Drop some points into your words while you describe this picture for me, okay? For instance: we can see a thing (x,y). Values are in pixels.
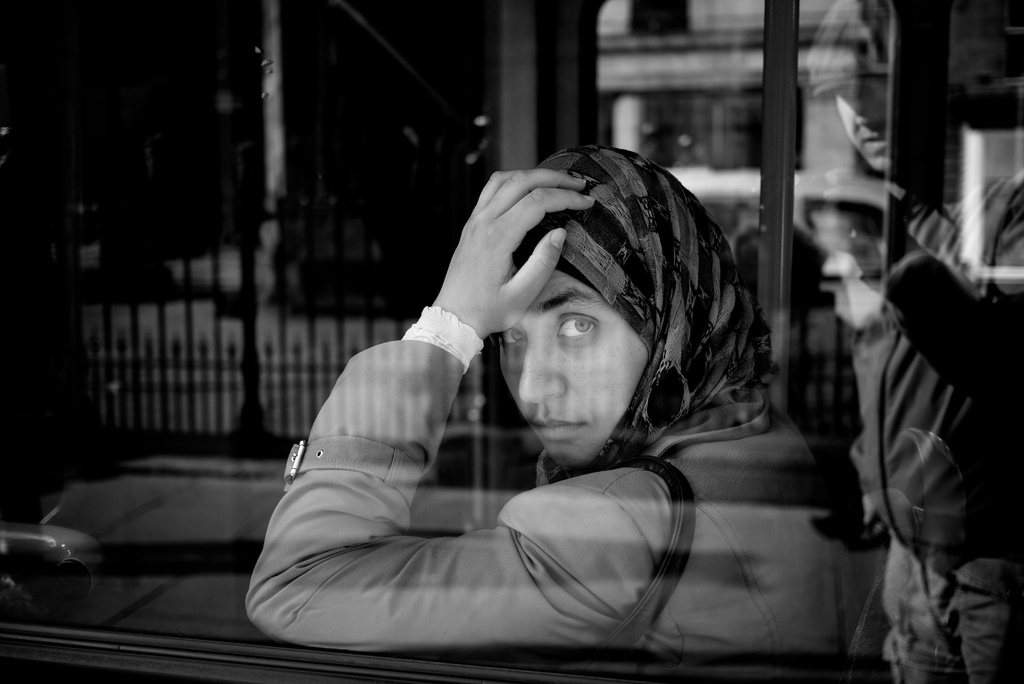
Here in this picture we can see a woman (625,474) sitting over a place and we can see a jacket (506,521), a hand bag (681,540) and a scarf (672,341) on her and in the front (306,584) we can see a glass window (901,455) and on that window (894,155) we can see a person (868,356) standing and we can also see a railing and a building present over there.
